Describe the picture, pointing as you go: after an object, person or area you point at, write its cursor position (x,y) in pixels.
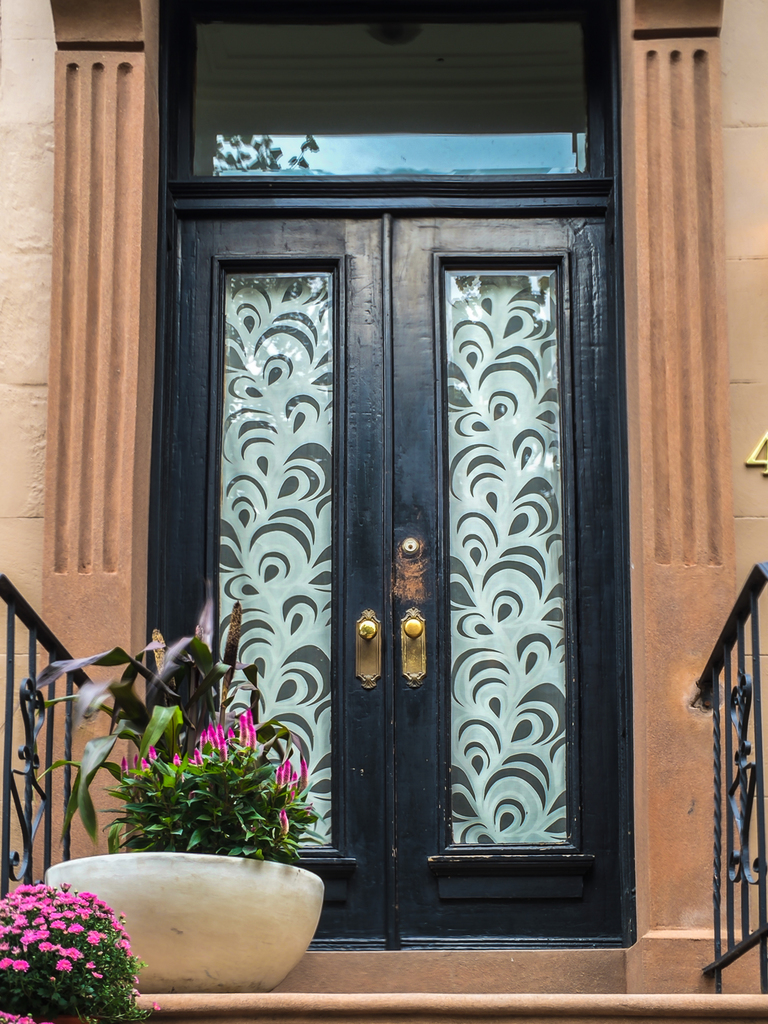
In this image in the center (282,641) there is a door (422,395), and on the right side (718,669) and left side (32,813) there is a railing (34,783) and wall (109,785). On the left side (142,882) there are flower pots (162,872) and plants (114,809) and flowers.
